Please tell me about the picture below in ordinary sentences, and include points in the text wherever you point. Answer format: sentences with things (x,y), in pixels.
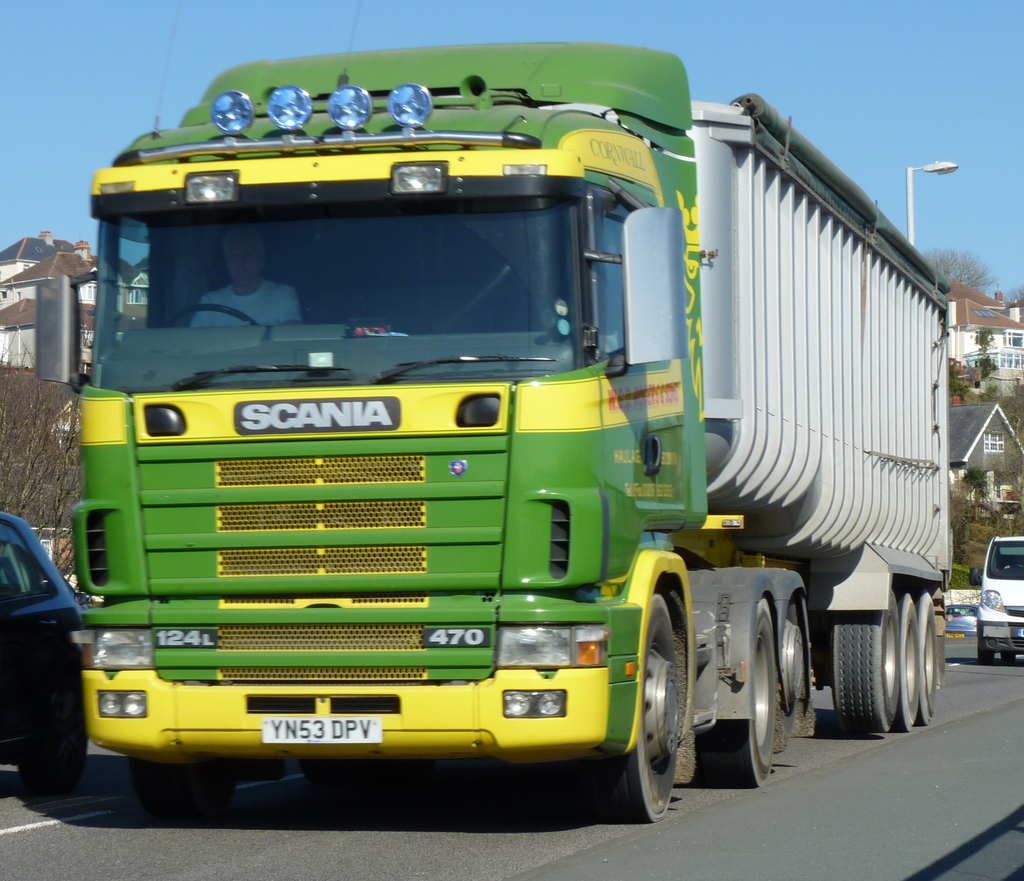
In the middle of this image (604,400), there is a lorry (927,505) on a road (945,721), on which there are other vehicles (68,624) and white color lines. In the background (950,135), there are trees (74,452), buildings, a pole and there is a blue sky (261,33).
